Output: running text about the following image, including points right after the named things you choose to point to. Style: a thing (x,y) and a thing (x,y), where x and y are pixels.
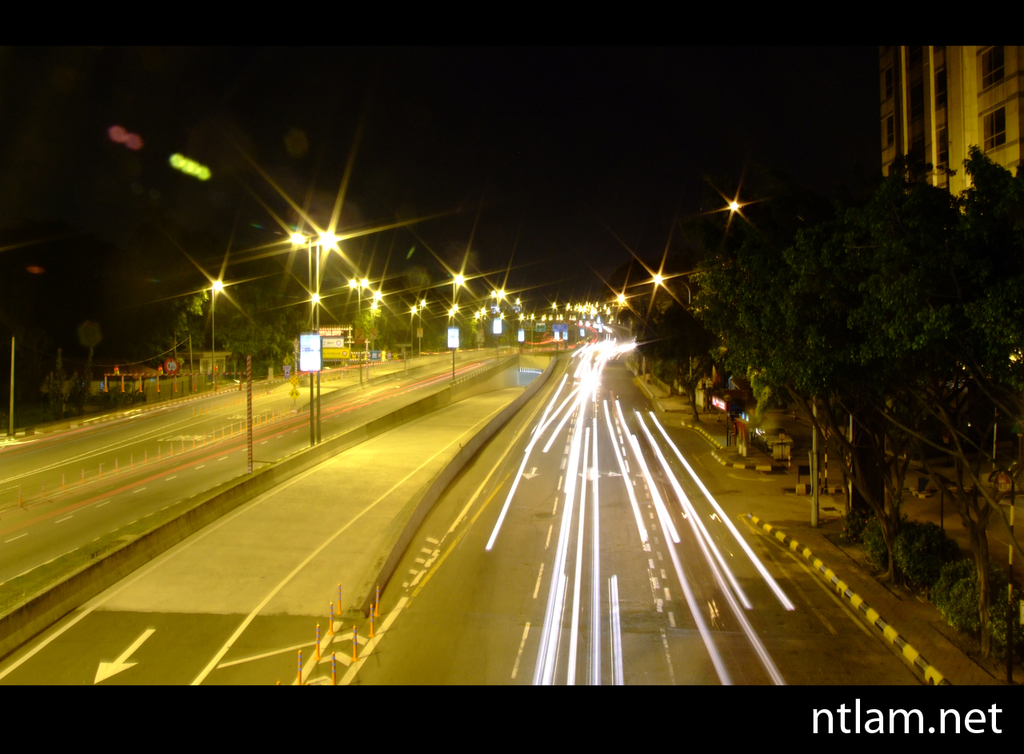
In this picture there are few roads (438,523) which has few street lights (485,318) on it and there are trees (840,441) on either sides of it and there is a building (968,133) in the right corner (945,160).
